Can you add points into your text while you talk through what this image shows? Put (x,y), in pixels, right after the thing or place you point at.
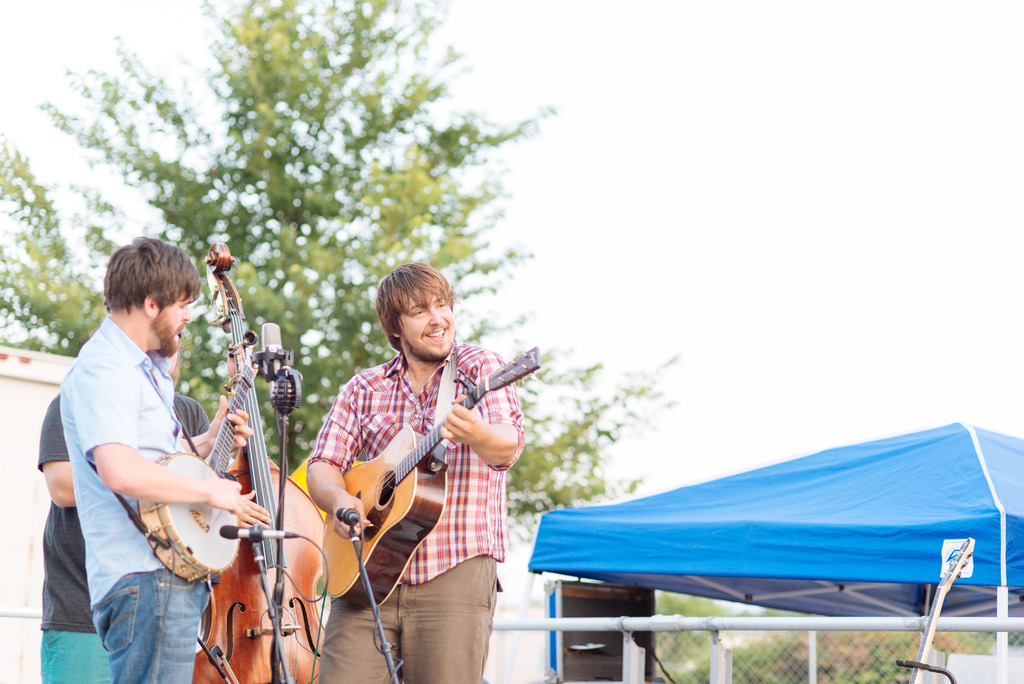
In this image I can see three people (328,449) are standing. Among them two persons (226,498) are holding instruments (441,489) and smiling. To the right of them there is a blue tent (800,515). At the back (178,214) there is a tree (303,146) and the sky (816,112).
